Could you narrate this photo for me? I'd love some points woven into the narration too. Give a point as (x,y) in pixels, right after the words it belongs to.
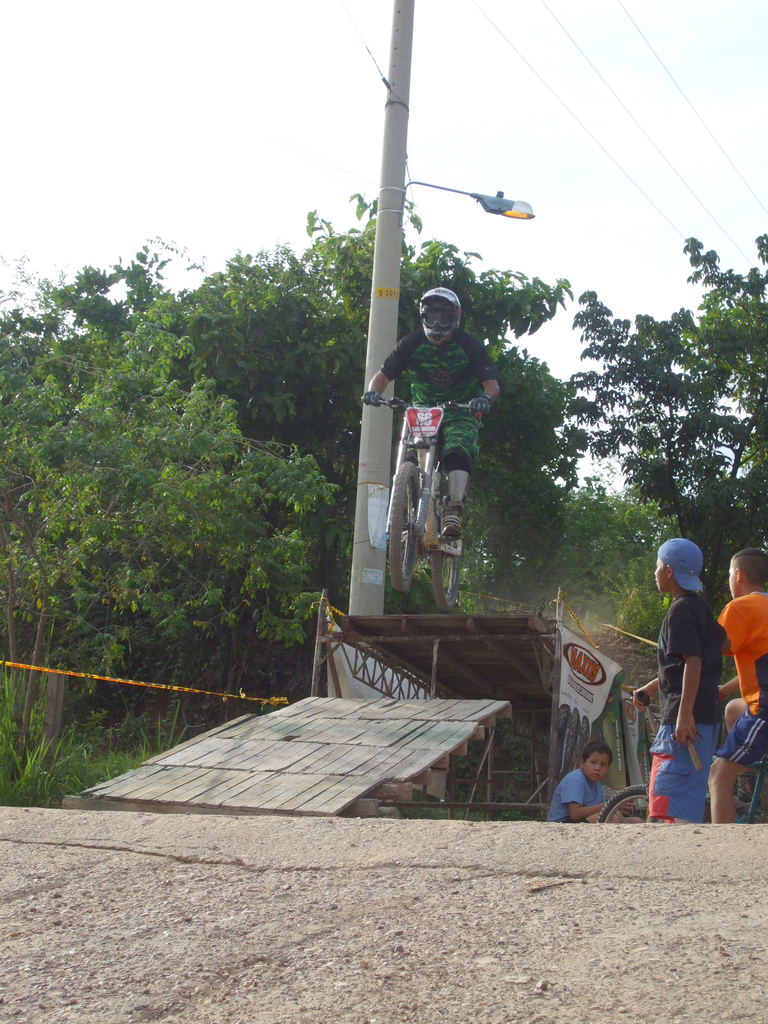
In this picture we can see a person (442,389) riding a bicycle (420,465), on the right side (696,735) we can see a person (696,735) standing, there is a pole (389,300) and light (498,211) here, we can see trees (508,434) in the background (331,434), the person (467,368) wore a helmet (440,331), there is sky (229,161) at the left top of the picture (182,113).
